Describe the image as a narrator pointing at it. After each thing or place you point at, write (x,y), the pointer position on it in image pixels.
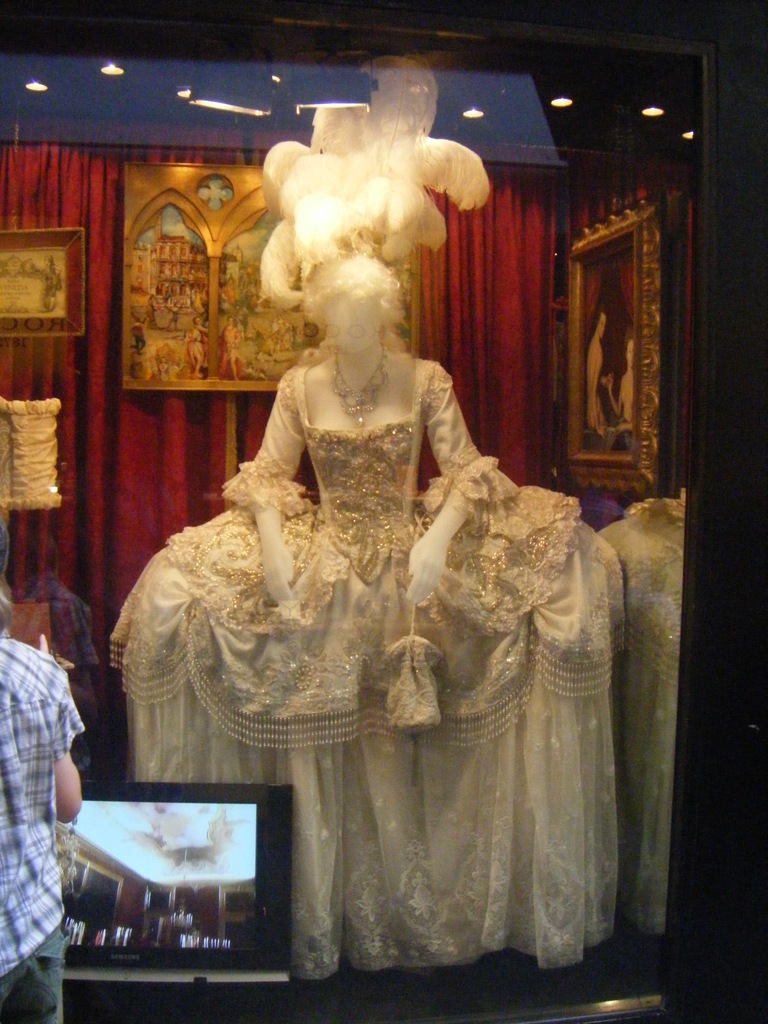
White dress (404,734) on a mannequin (371,389). Pictures (590,457) are on red curtain (176,438). Here we can see a person (3,763) and screen (70,894).
